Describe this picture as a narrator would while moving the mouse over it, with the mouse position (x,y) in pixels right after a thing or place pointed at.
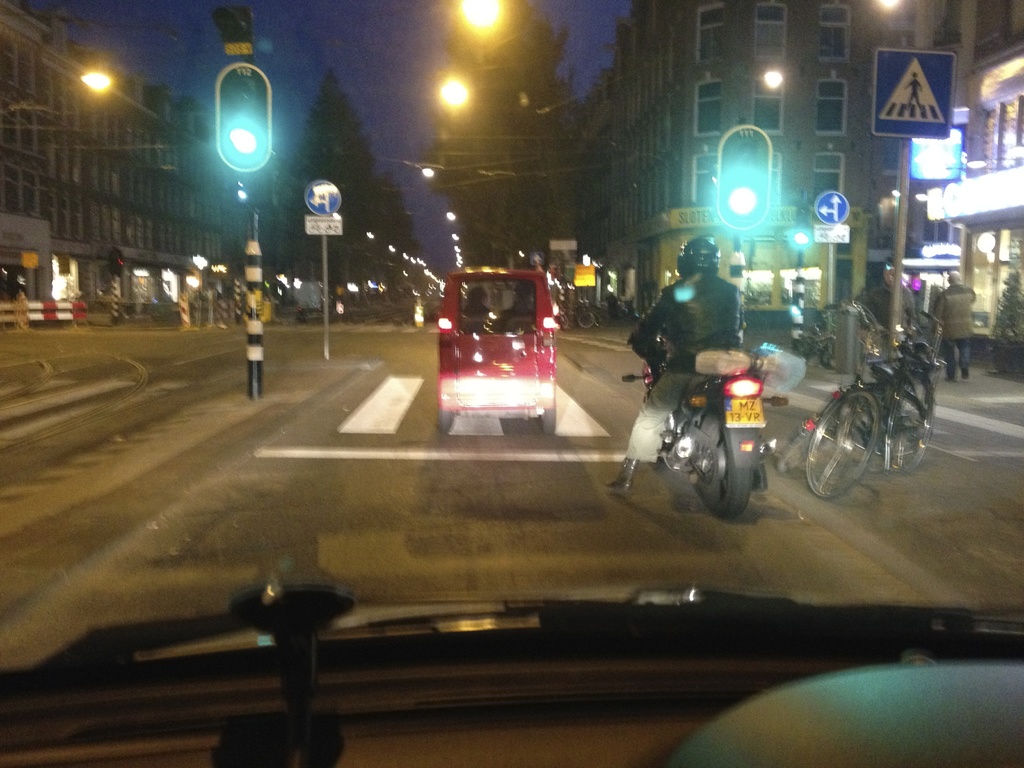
In this image there are vehicles (529,354) on the road (572,369). Left side (234,138) a traffic light (239,150) is attached to the pole (254,249). Behind there are boards (338,220) attached to the pole (327,234). Right side there are boards (823,232) attached to the poles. There traffic lights (735,218) at the poles (791,336). Left side (75,314) there is a fence (13,314). There are lights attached to the wires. Background (27,165) there are buildings (967,139). Top of the image (415,108) there is sky (394,47). Bottom of the image (485,667) there is a vehicle (461,722). There is a person (644,350) sitting on the bike (719,391). He is wearing a helmet (711,254). There are bicycles (897,404) on the pavement (888,484).
